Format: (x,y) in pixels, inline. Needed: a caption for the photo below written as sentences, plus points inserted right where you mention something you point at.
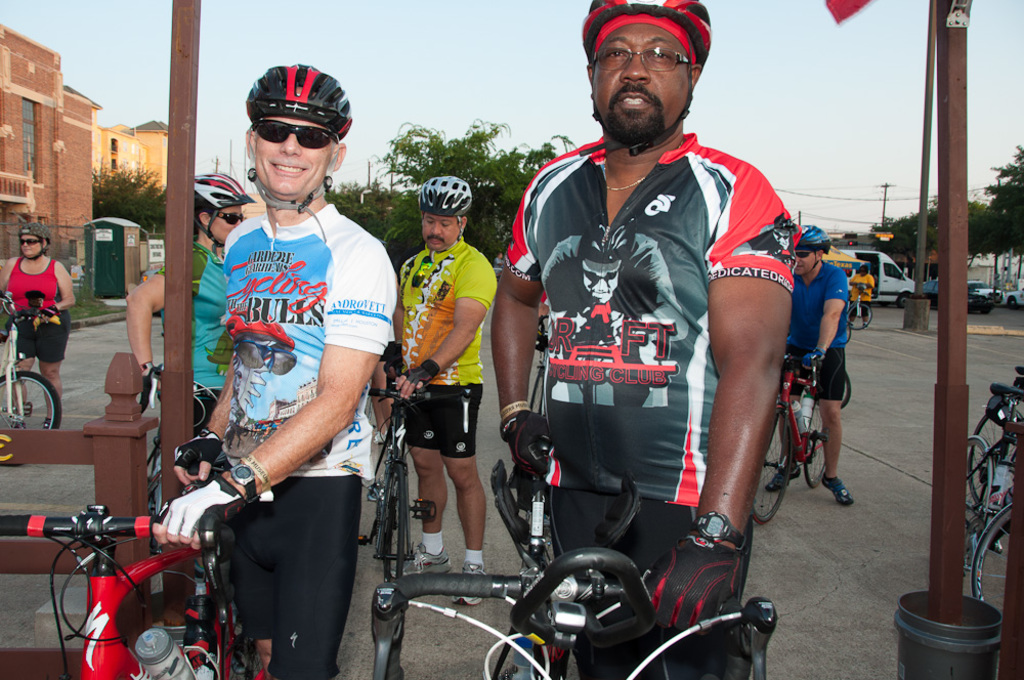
In this image i can see few man (428,296) holding bicycle (646,662) at the back ground (792,545) i can see a road (885,448), a pole (917,277), a tree (911,221), a building (26,102) and a sky (322,50).
